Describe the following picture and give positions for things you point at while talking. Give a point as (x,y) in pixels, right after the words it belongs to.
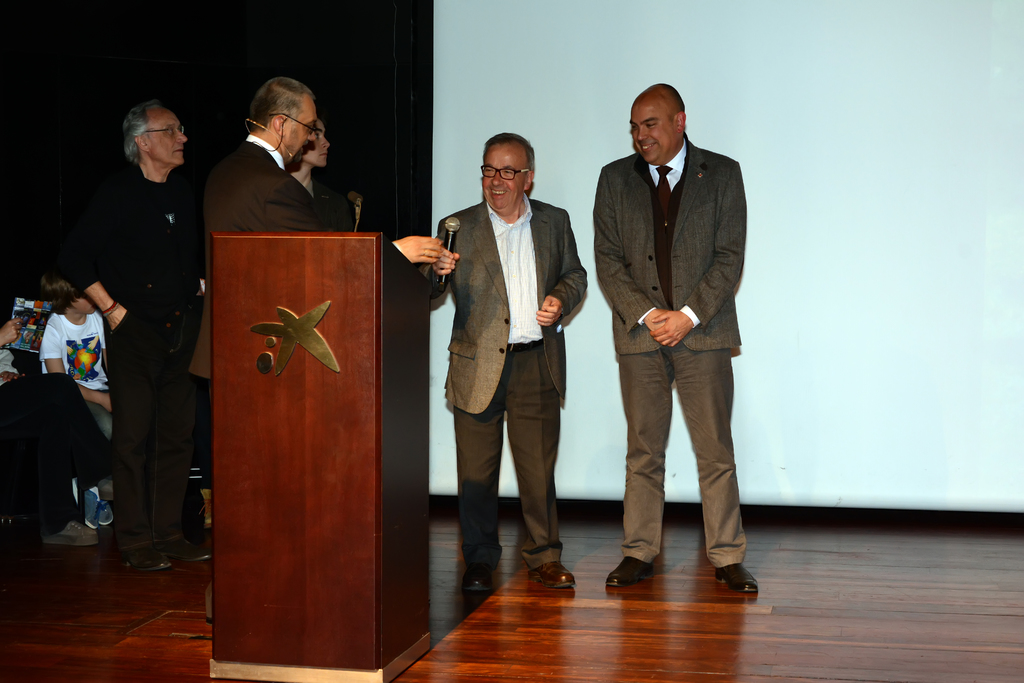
In this picture there is a man (255,153) who is wearing blazer (254,152), shirt (268,147), ear mic (266,127), spectacle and trouser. He is standing near to the speech desk (277,383). On the right (733,218) there are two persons (727,306) standing near to the projector screen (842,395). On the left (25,423) we can see group of person (45,393) sitting on the chair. On the top left (134,60) we can see darkness (51,31).
